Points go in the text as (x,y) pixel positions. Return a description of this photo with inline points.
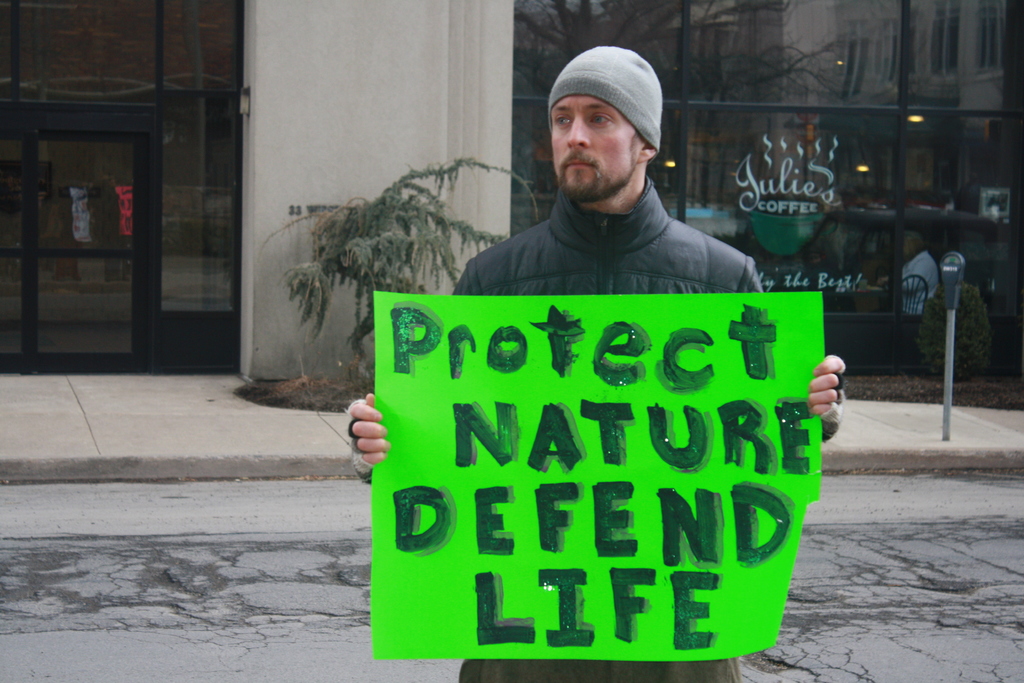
In the center of the image (637,289) we can see one person (353,415) is standing and he is wearing a cap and a jacket (612,246). And he is holding a banner (785,316). On the banner (581,475), we can see some text (616,523). In the background (478,216) there is a building (440,60), wall (265,38), glass (837,16), planter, meter pole (947,275) and a few other objects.
